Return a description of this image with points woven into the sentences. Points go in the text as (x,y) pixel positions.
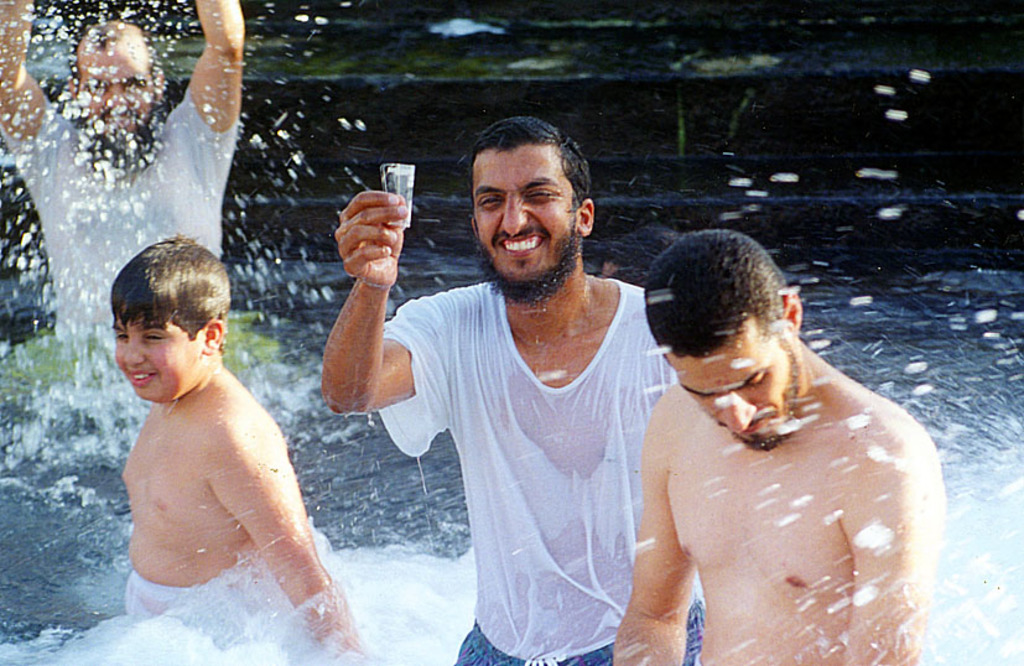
Here we can see people (555,346) in water (53,84). This man (428,386) is holding an object (400,202).
